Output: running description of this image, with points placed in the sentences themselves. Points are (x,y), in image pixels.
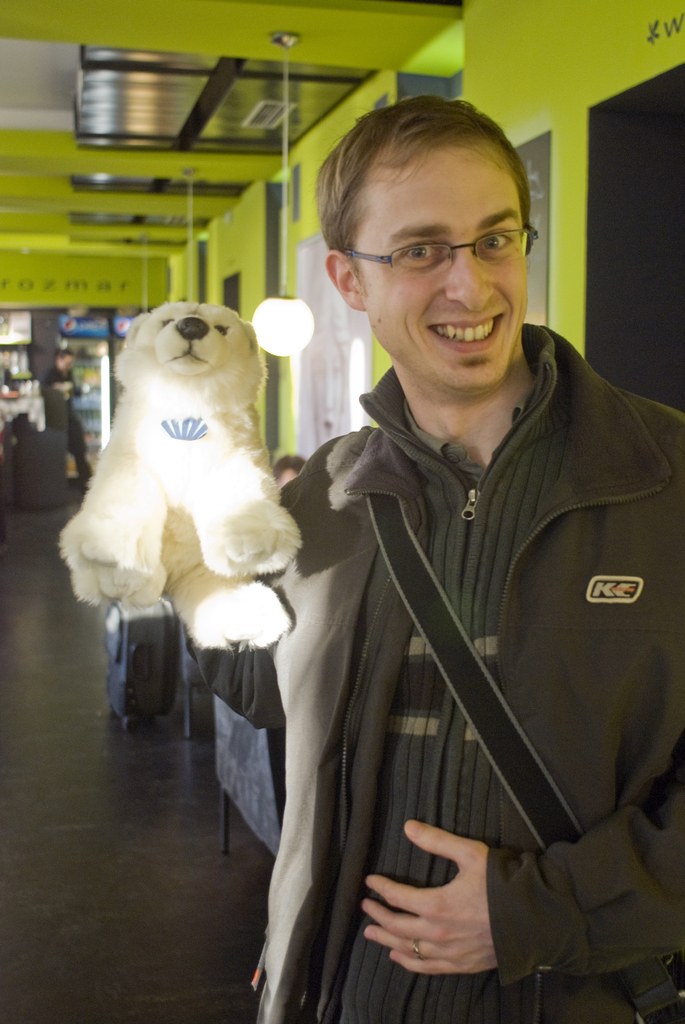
Here I can see a man (435,477) wearing a jacket (607,731), holding a teddy bear (163,455) in the hand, smiling and giving pose for the picture. At the back of this man (454,111) there is a wall (594,52). On the left side (133,700), I can see a luggage bag (135,668) on the floor (54,740). In the background (121,328), I can see a refrigerator (90,337), in front of this a person (76,415) is standing.
